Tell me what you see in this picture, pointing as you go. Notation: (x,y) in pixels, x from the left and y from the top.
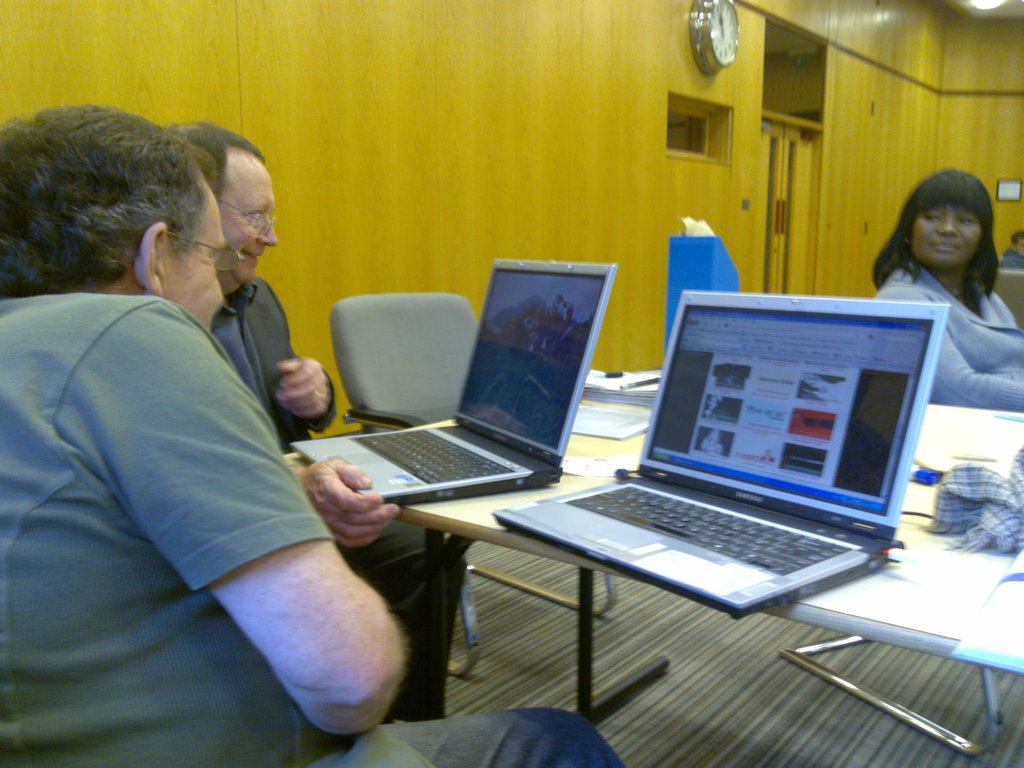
In this image In the middle (567,487) there is a table (941,539) on that there are two laptops (652,464), cloth (990,489), paper (638,407) and pen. In the left (173,516) there are two men (211,506). On the right (934,286) there is a woman (968,300). In the background (732,44) there is a clock (719,58), door (803,191), light (982,3) and chair (423,359).
